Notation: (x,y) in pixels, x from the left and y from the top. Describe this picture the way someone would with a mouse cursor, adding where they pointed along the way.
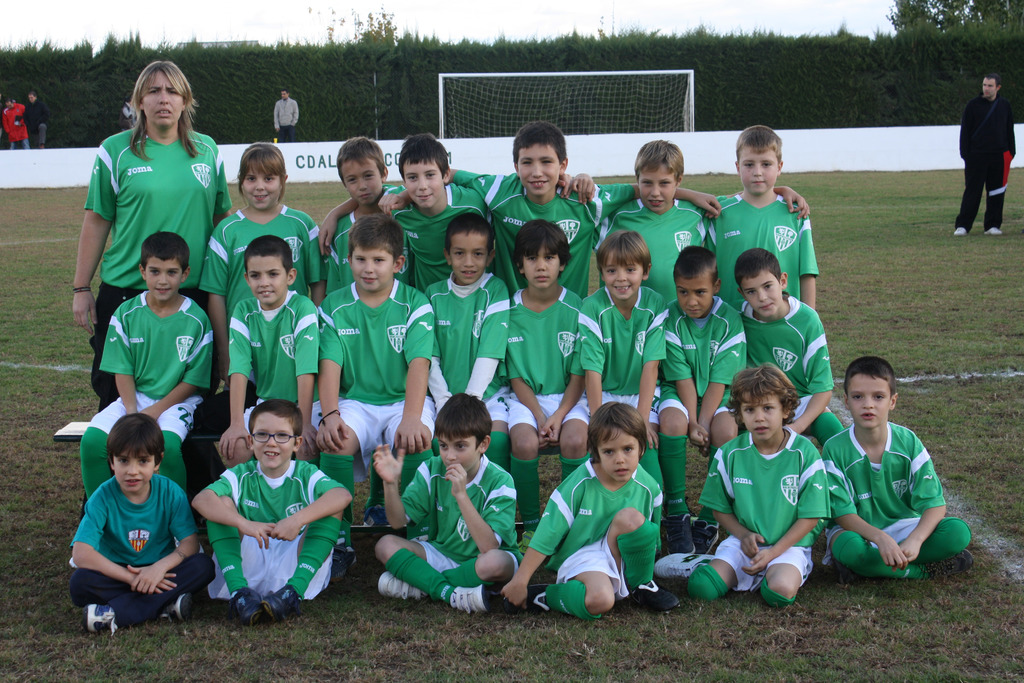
In this image there are group of kids (481,332) who are wearing the green colour jersey (476,318) are posing for the picture. In the background (535,105) there is a goal post (524,94). On the left side (168,169) there is a woman (147,181). Behind the goal post (453,85) there are trees (379,77) and boundary (48,166). On the right side (984,165) there is a person (979,167) standing on the ground (967,245). At the top (779,27) there is the sky (817,25).
